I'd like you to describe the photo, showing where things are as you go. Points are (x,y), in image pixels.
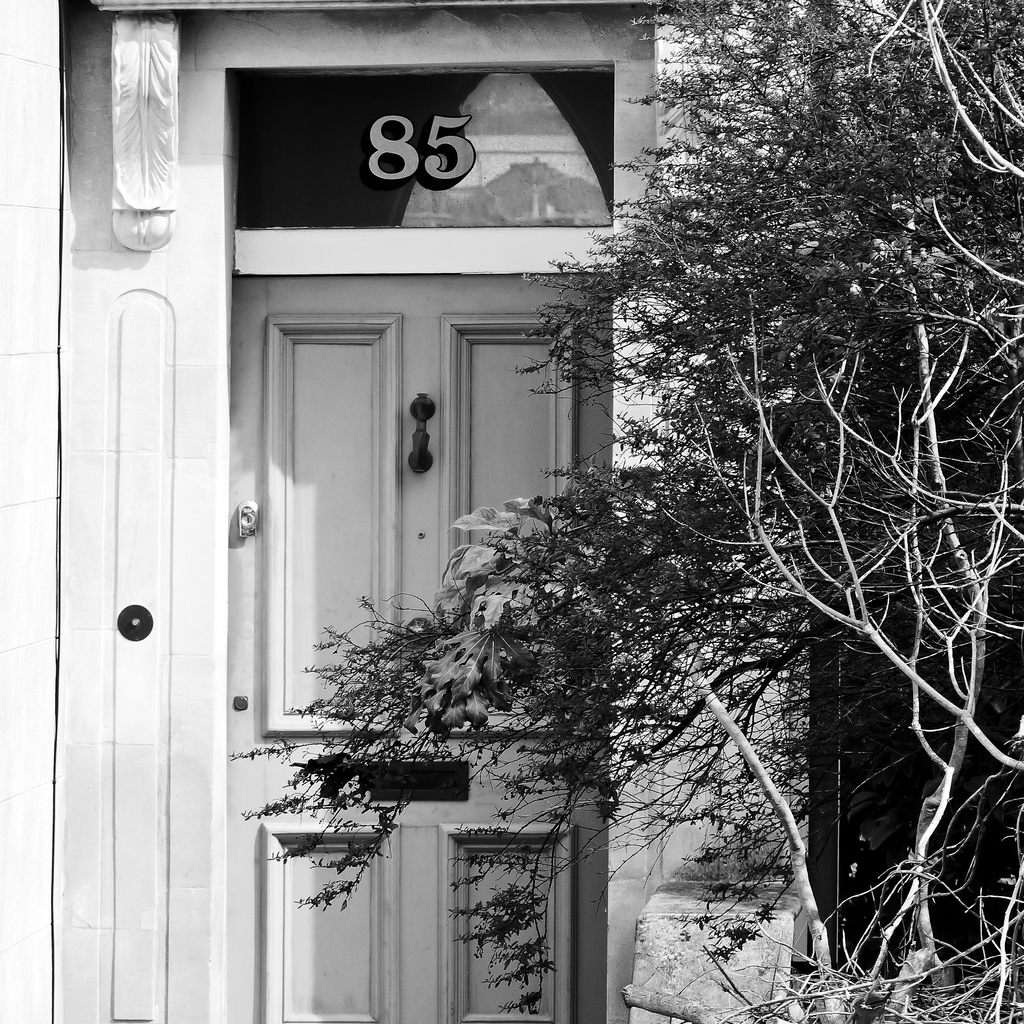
In the picture we can see a house door (394,381) which is white in color and on the top of it we can see a number 85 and besides the door (231,538) we can see some plants (981,789).
